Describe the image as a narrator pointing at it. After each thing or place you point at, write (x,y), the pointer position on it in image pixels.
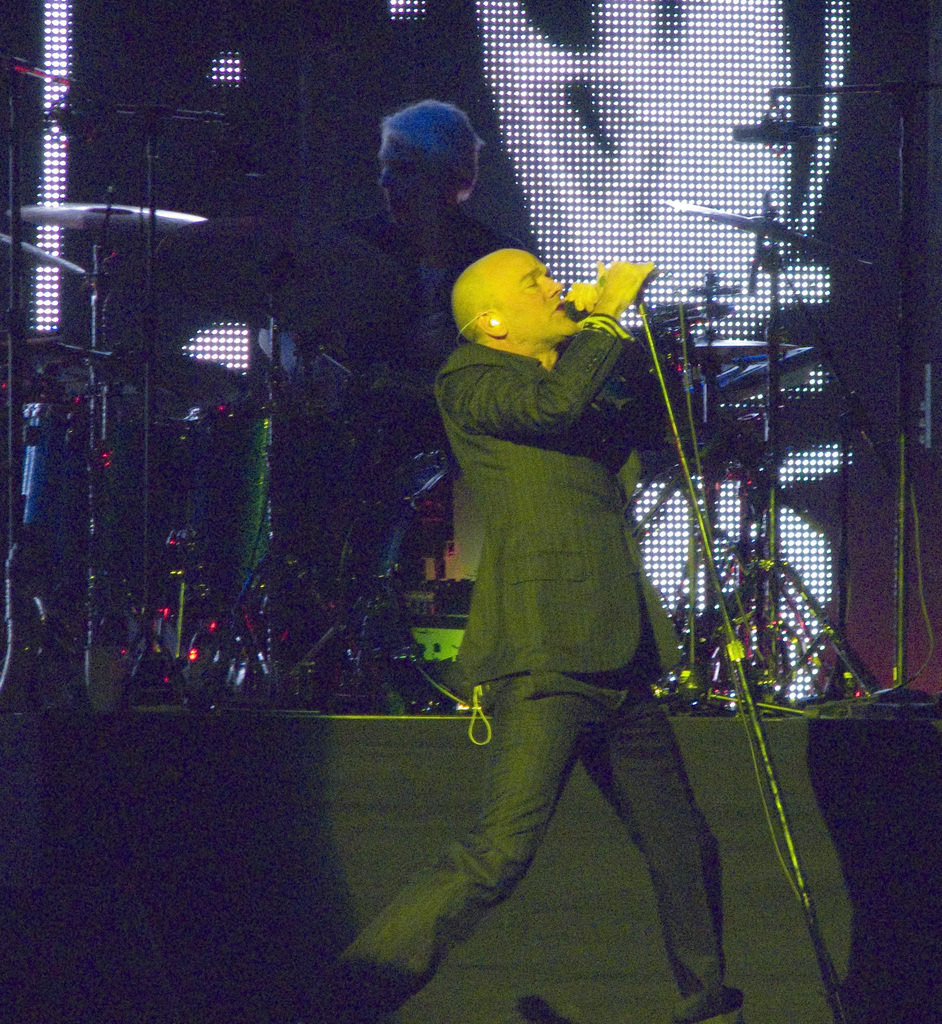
In this image in the front (523,672) there is a person (543,623) performing on the stage (423,836) holding a mic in his hand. In the background (192,401) there are musical instruments (283,465) and there is a display screen (512,122).
